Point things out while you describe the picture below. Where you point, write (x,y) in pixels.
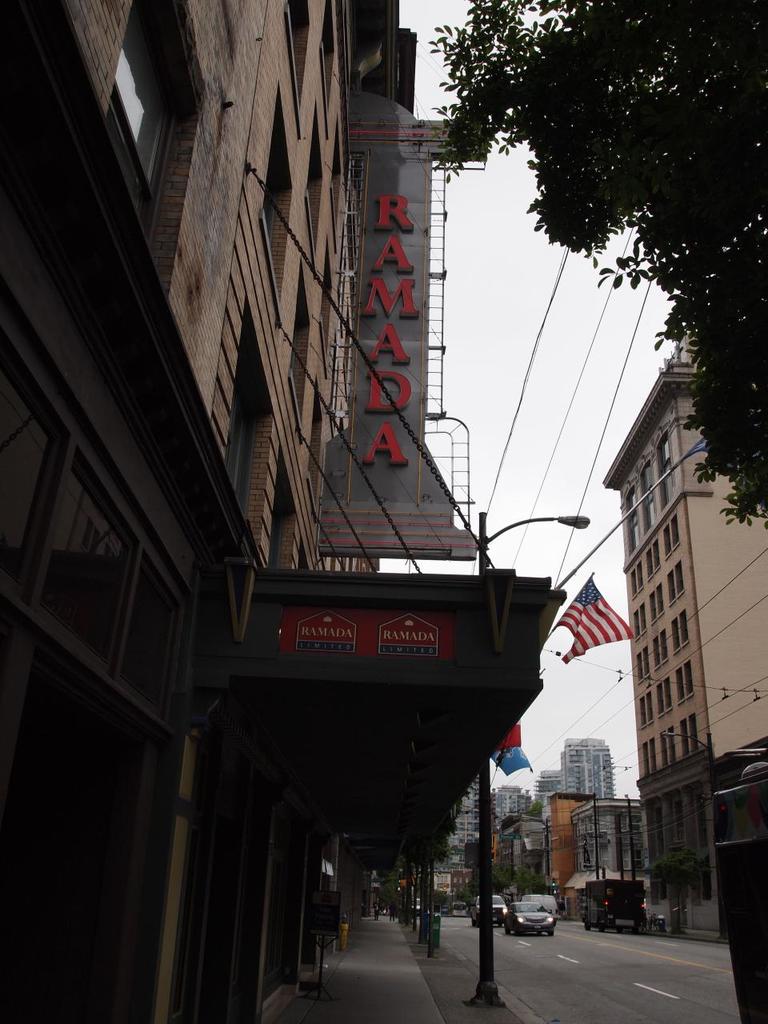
There are buildings (498,586) and trees (761,65), this is sky (550,758), there are vehicles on the road (628,980).
